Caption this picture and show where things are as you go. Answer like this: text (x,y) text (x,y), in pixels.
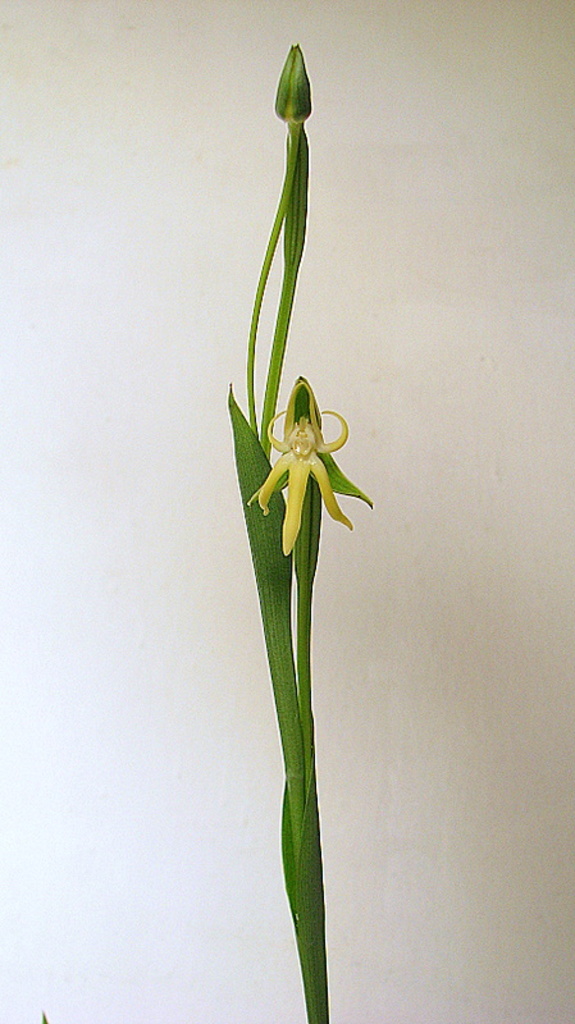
In the center of the image (323,490) there is a plant (323,490) and the background (203,869) is white in color.
